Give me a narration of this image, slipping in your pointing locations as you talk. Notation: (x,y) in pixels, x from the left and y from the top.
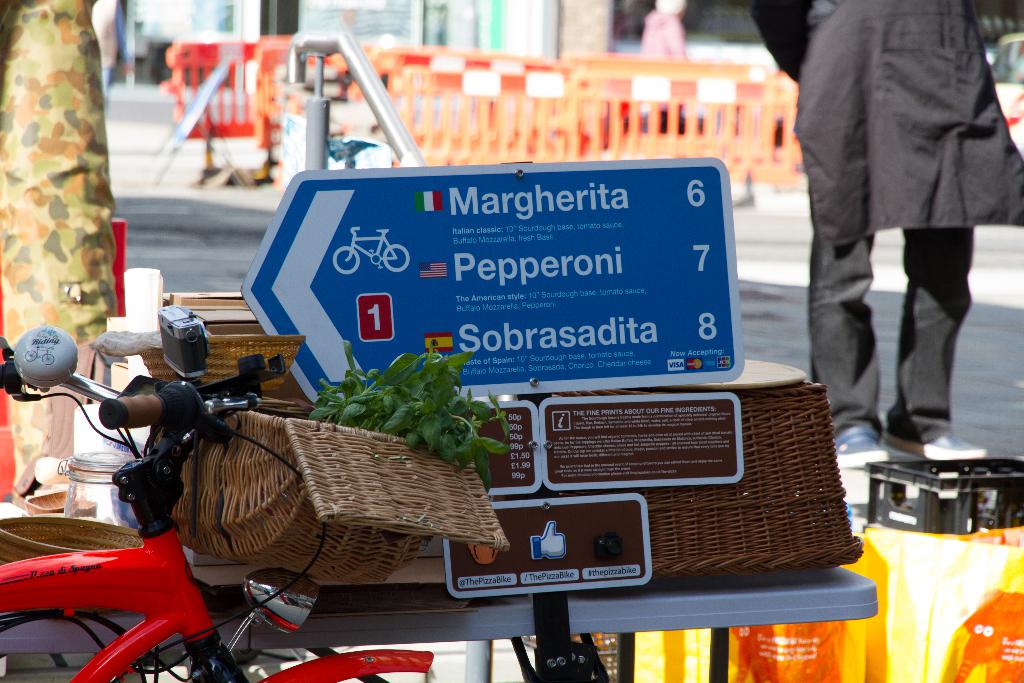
In this image I can see a bicycle (230,680) in red color and a blue color board (560,269). Background (985,204) I can see a person (920,138) standing and wearing black color dress (967,146) and I can see few glass doors (456,23).
